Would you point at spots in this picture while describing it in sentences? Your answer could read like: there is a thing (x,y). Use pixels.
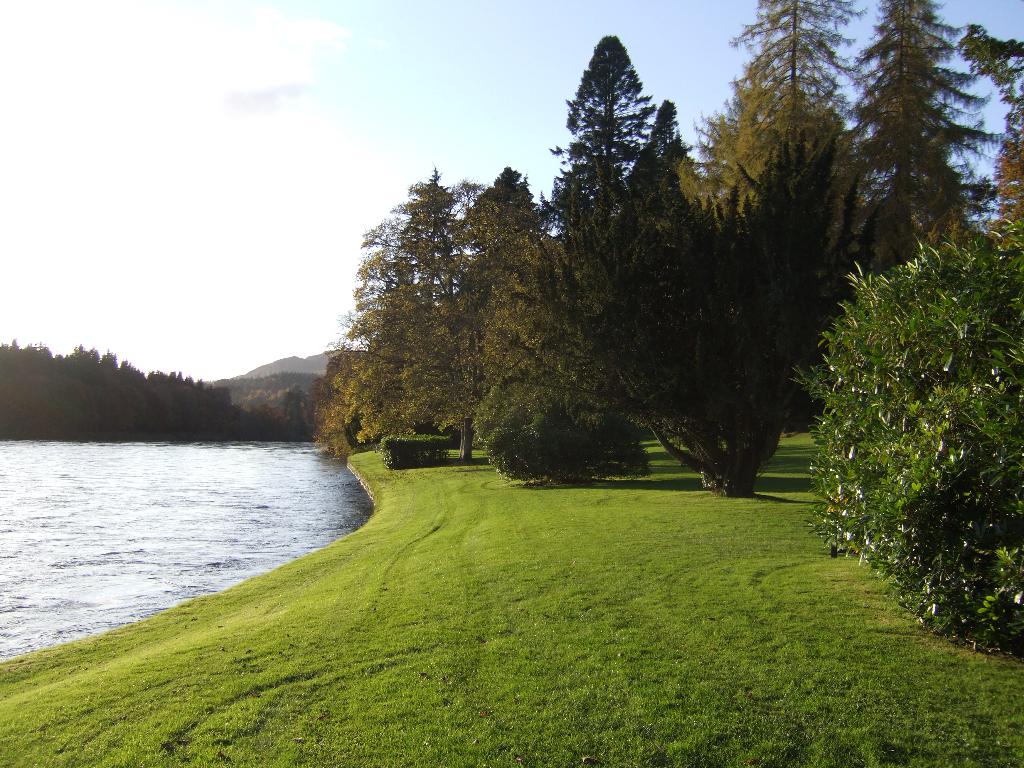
On the left side (169,453), there is water (206,471). On the right side (782,684), there are plants (911,490), trees (680,446) and grass (517,593) on the ground (665,636). In the background (639,27), there are mountains (288,356) and there are clouds (225,101) in the blue sky (439,105).
